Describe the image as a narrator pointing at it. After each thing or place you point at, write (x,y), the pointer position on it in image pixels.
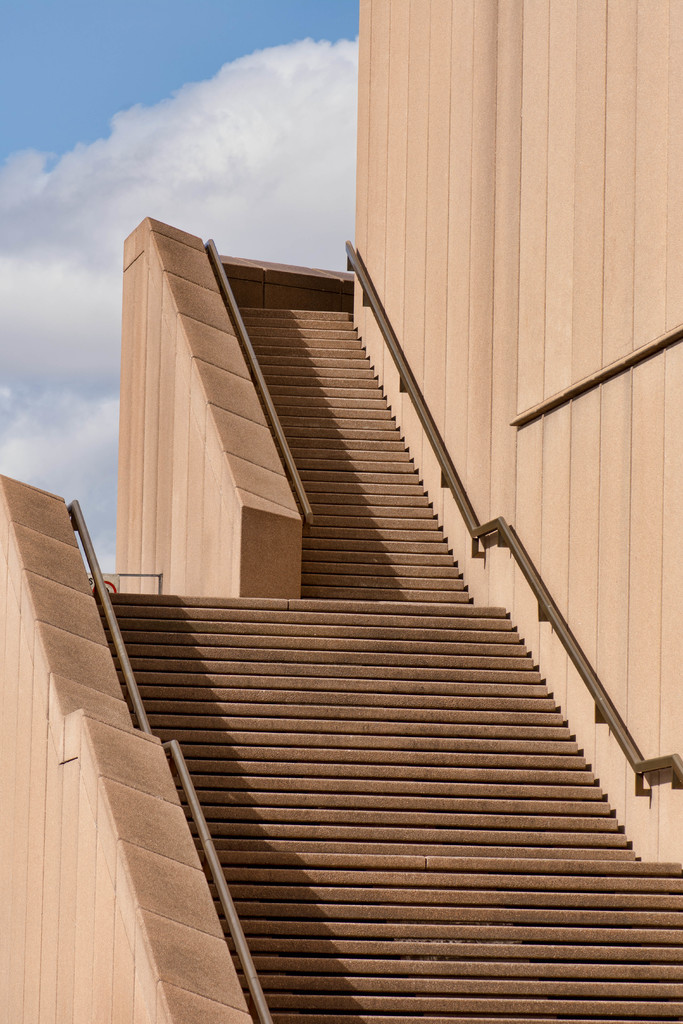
In this image we can see there is a wall (505,219) and stairs (320,716). In the background (156,53) there is a sky (219,187).
